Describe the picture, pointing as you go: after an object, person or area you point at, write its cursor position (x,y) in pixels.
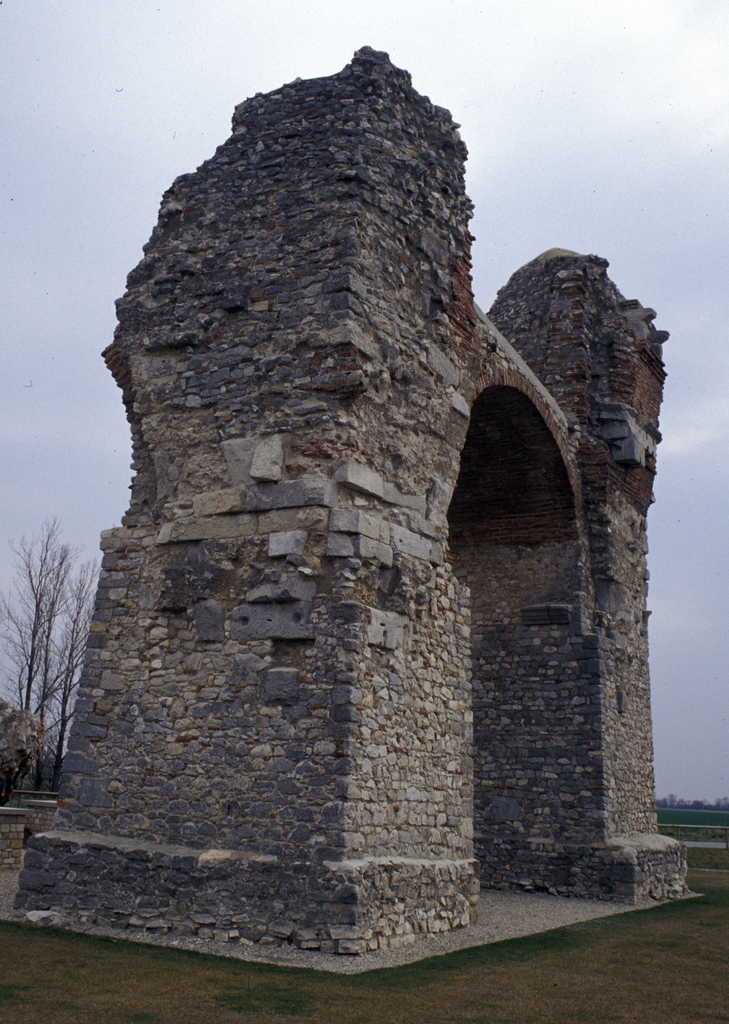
In this image there is a rock gate (262,522), behind the gate (157,648) there are trees (36,642).
